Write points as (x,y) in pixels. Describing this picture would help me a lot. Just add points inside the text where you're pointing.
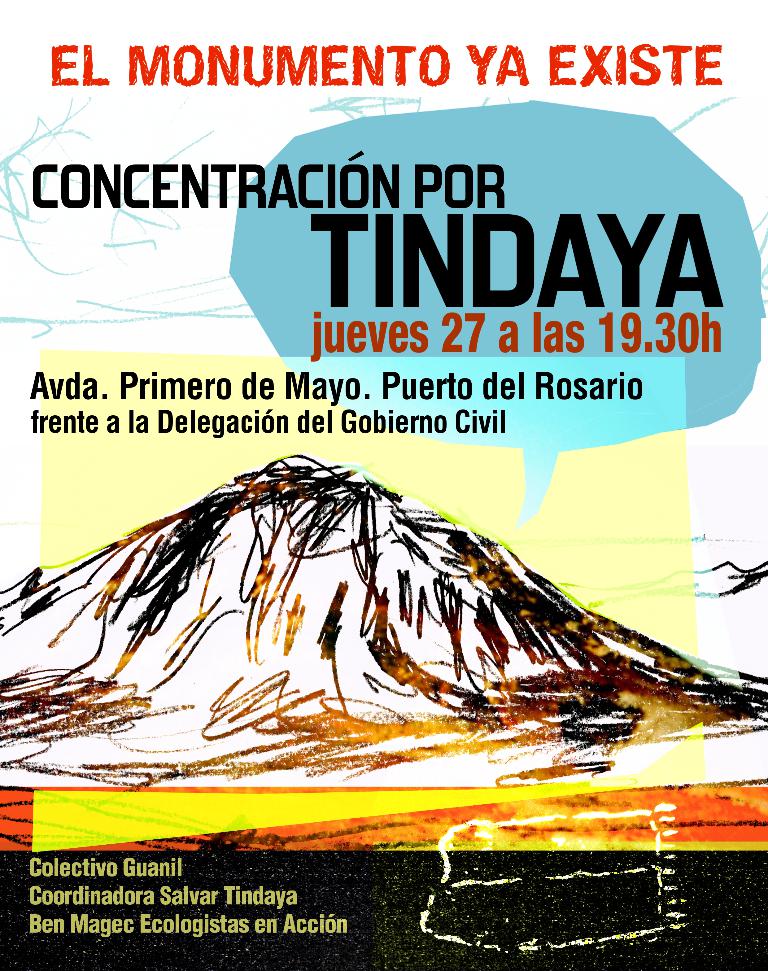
In this picture we can see a poster (373,627) and on the poster (108,559) it is written something.
